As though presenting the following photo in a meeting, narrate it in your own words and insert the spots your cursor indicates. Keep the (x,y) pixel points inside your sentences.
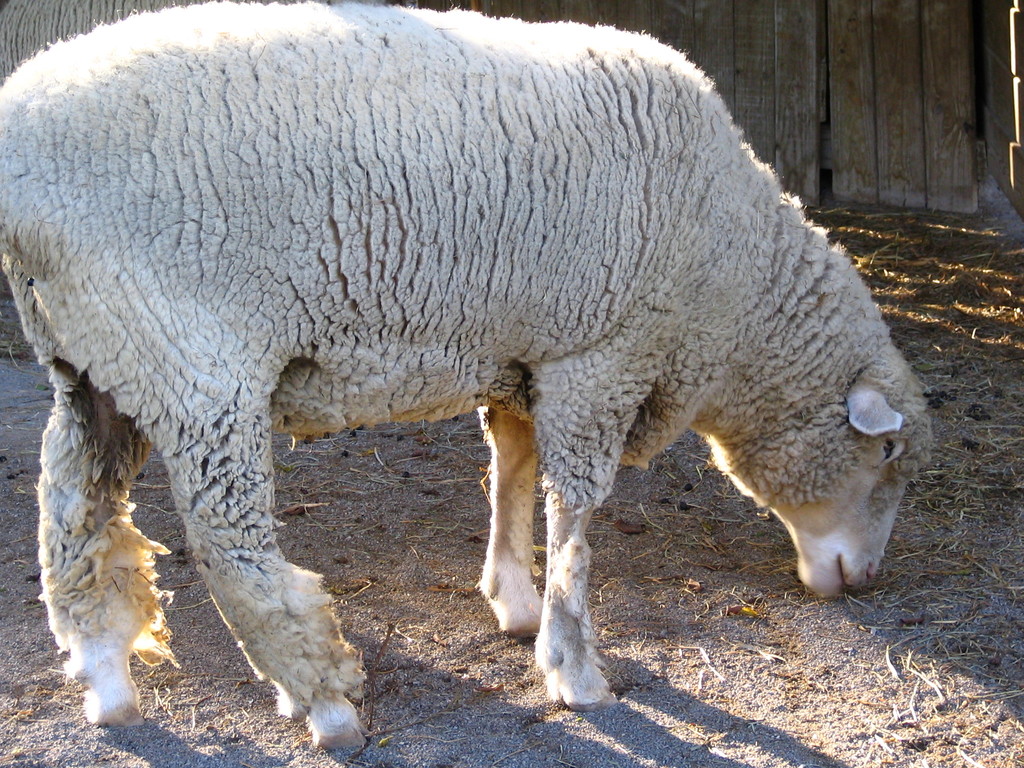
In this picture I can see sheep (526,271) standing on the surface (774,517). I can see wooden fence (870,79).
